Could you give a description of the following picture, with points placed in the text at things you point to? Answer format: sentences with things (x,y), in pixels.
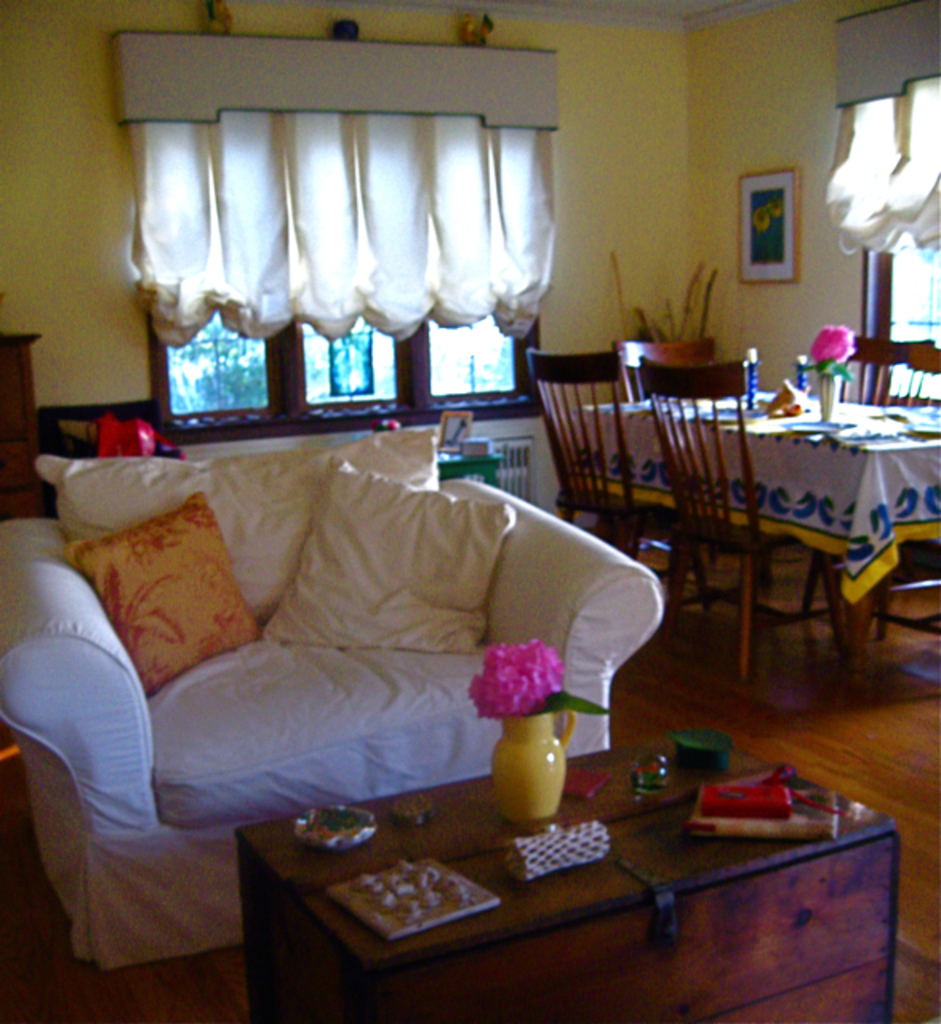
In this image, in the middle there is a table (641,801) which is in brown color on that table (507,923) there is a yellow color flower box (523,807) and there is a white color object (554,856) kept on the table (544,881), In the left side (227,876) there is a white color sofa (125,680), in the right side (854,475) there is a table (707,473) which is covered by a white color cloth (825,460), there are some chairs (708,420) which are in brown color, In the background (450,144) there is a white color curtain (305,144) on the window (294,420), there is a yellow color wall (606,146).
